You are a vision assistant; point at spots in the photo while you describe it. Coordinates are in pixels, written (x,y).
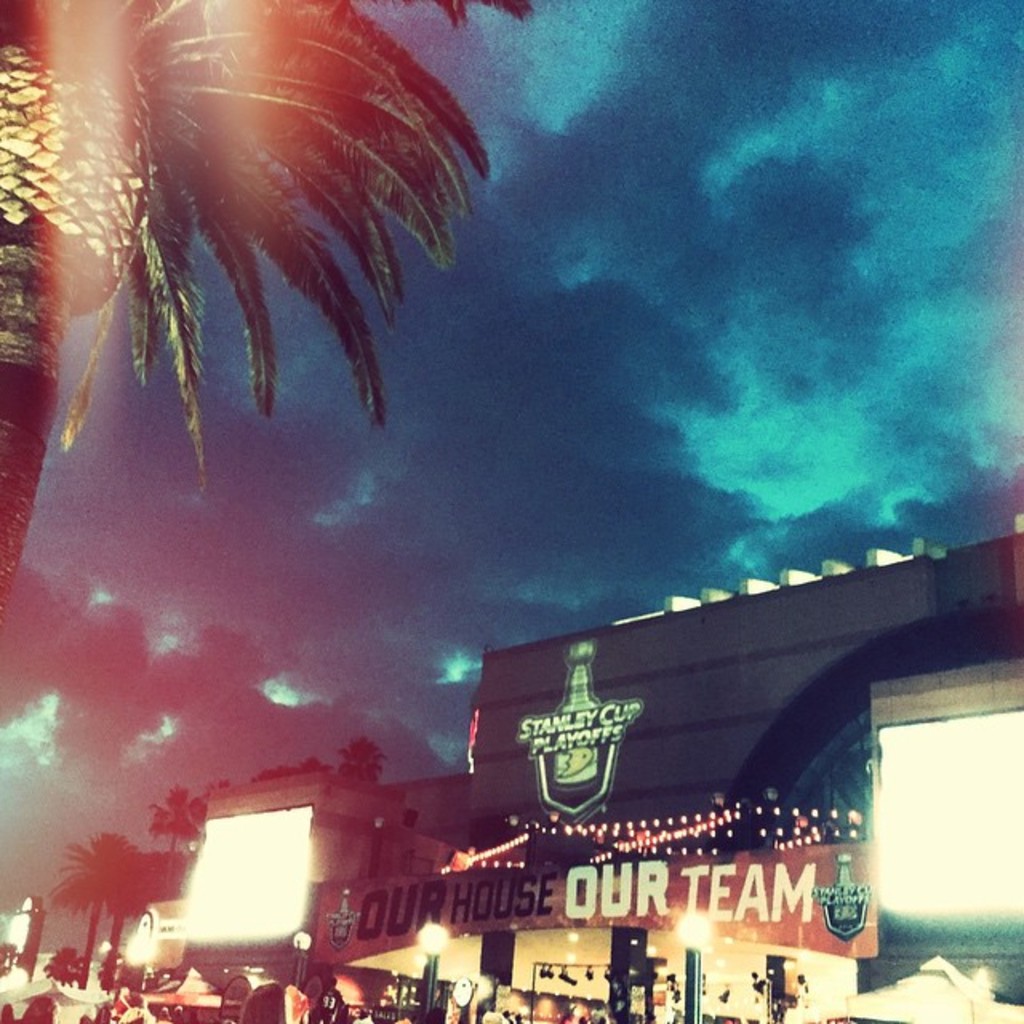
This picture is clicked outside. In the foreground (627,959) we can see the lights (696,962) and a building (828,780) and we can see the text (527,725) on the building (595,730) and we can see the trees (152,857). In the background (544,223) there is a sky (352,698) which is full of clouds (473,461).
